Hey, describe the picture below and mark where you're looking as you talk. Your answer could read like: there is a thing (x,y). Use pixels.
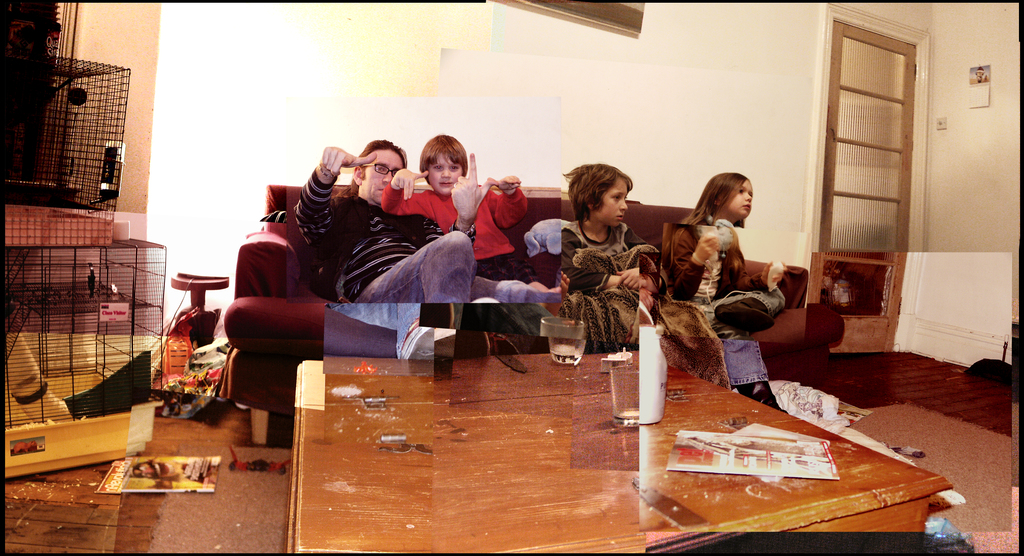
In this picture we can see four persons (433,225) where they are sitting on sofa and here man (345,208) wore spectacle (395,169) and remaining are children's (695,229) and in front of them there is table (452,411) and on table (679,426) we can see glass (617,377), bottle (646,331), paper (728,438) beside to the net (66,279), book (106,480), stand (174,283) and in background (292,66) wall (698,113), door (832,96), calendar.
